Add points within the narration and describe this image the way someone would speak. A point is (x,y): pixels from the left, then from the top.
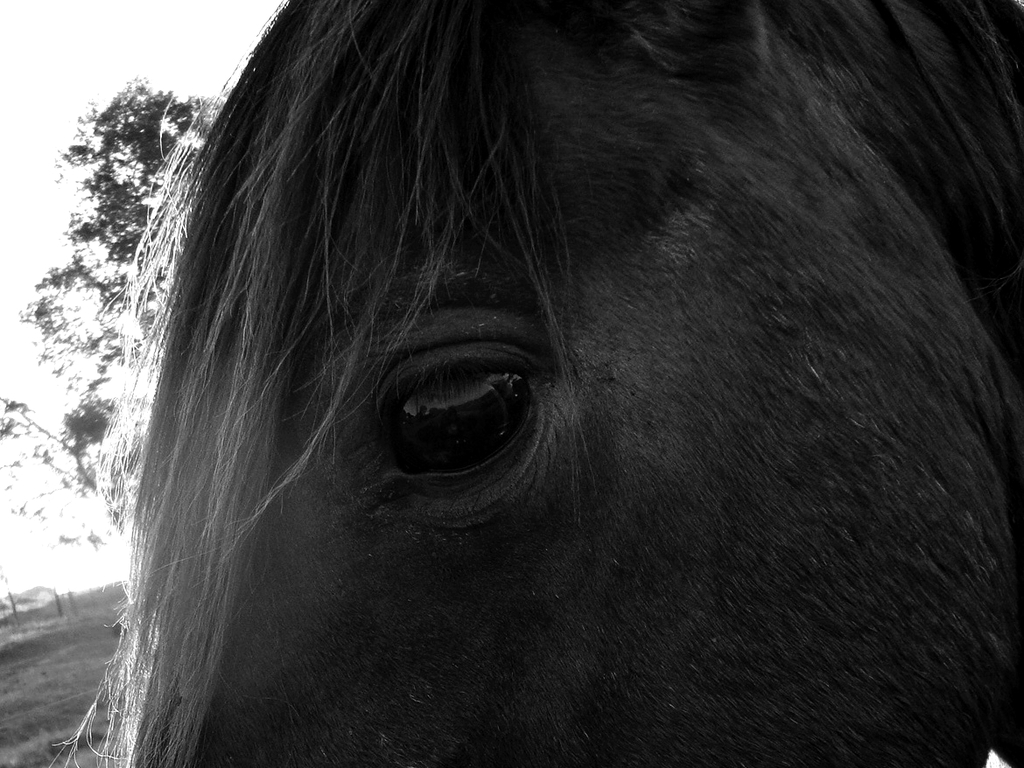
In this black and white image, we can see an animal (730,554). There is a tree (105,188) on the left side of the image (79,449). In the background of the image (16,459), there is a sky (49,211).
